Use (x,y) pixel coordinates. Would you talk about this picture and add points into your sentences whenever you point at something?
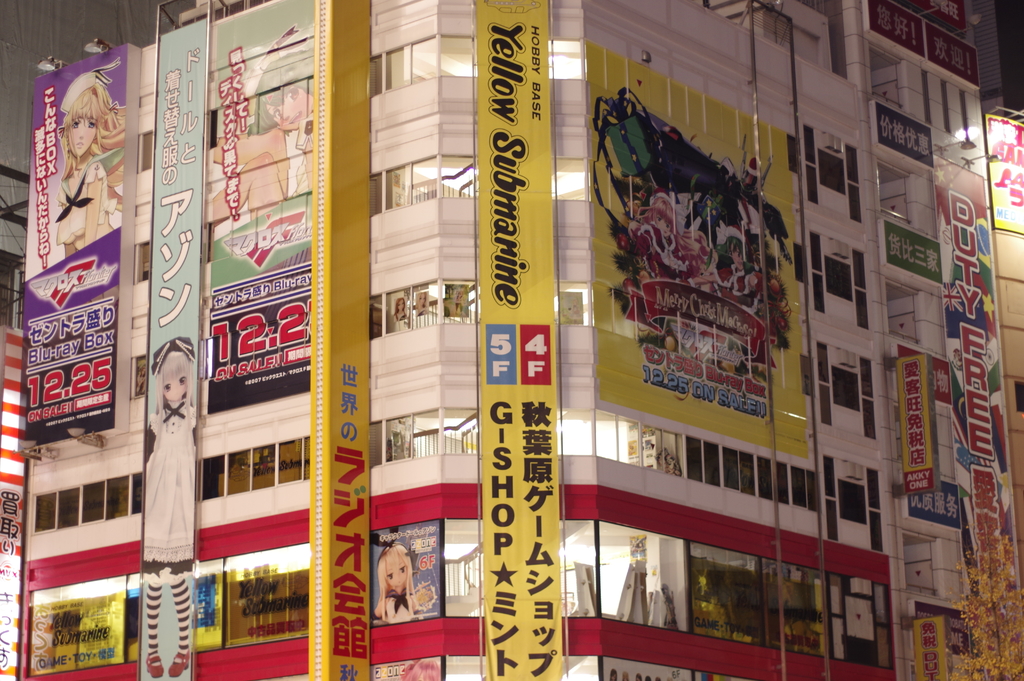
This picture is clicked outside and we can see the buildings (385,212) and we can see the text (532,433), numbers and the pictures (87,170) of persons (164,410) and the pictures (735,292) of some other objects (696,290) on the banners (200,39) which are attached to the wall (569,625) of the building (70,455) and we can see the windows (416,78) of the building (143,69) and we can see the metal rods (5,255) and many other objects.
